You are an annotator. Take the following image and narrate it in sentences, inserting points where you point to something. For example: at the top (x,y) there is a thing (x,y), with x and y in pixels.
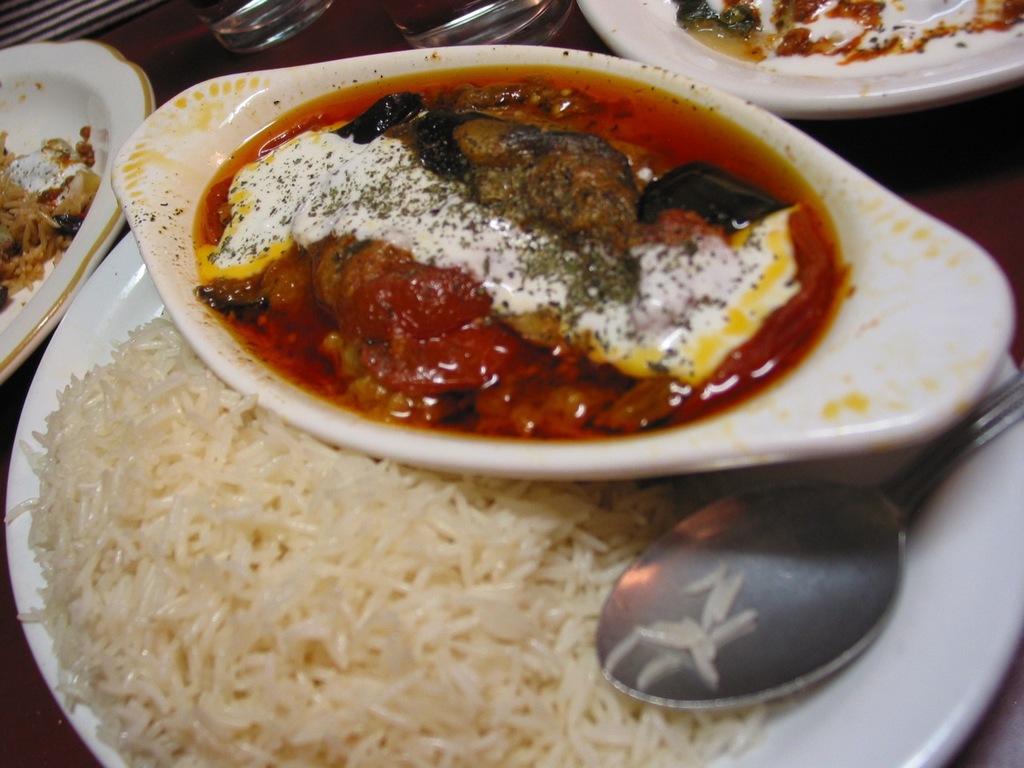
In this image, we can see a wooden table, there are some plates (110,319) on the table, we can see some rice (221,568) on the plate (991,460) and we can see a curry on the plate (271,114), we can see two glasses (269,26) on the table (342,13).
